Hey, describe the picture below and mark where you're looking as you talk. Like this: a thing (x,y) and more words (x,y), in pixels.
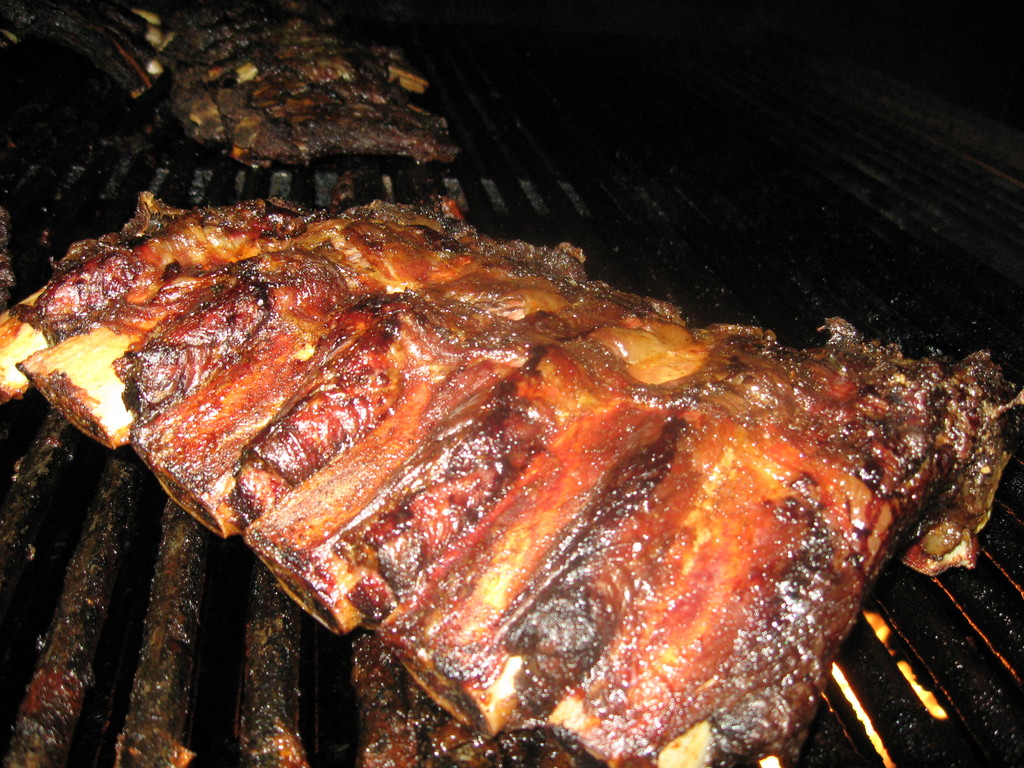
In the image we can see meat (117,272) on grills (119,204).
